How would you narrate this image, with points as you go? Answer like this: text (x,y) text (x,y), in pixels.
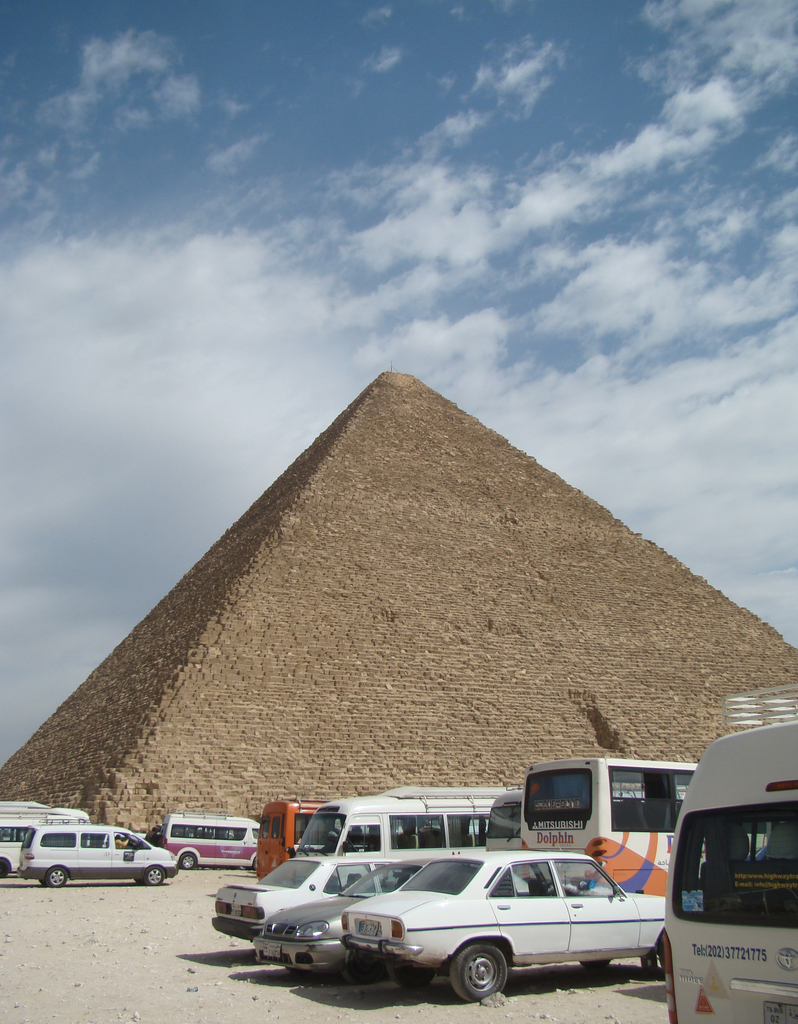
In this image I can see a pyramid (372,687). At the bottom (485,846) there are few cars (427,899). At the top (360,178) I can see clouds (458,244) in the sky (374,299).
